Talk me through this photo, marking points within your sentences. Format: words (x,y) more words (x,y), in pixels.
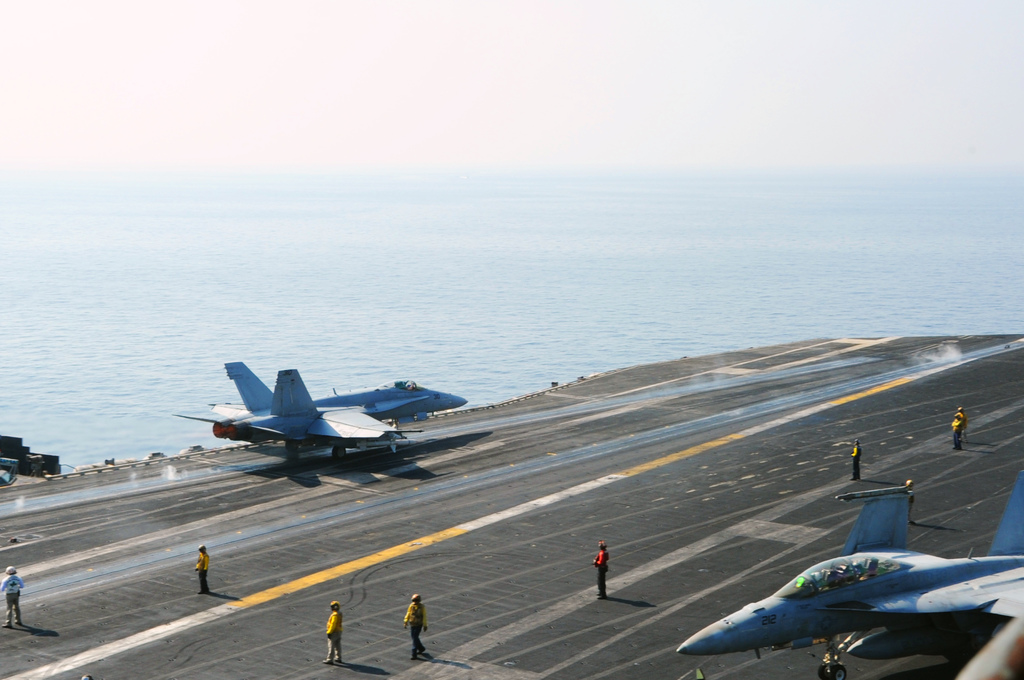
In this picture there are people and aircraft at the bottom side of the image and there is water (523,211) in the background area of the image (806,231).
